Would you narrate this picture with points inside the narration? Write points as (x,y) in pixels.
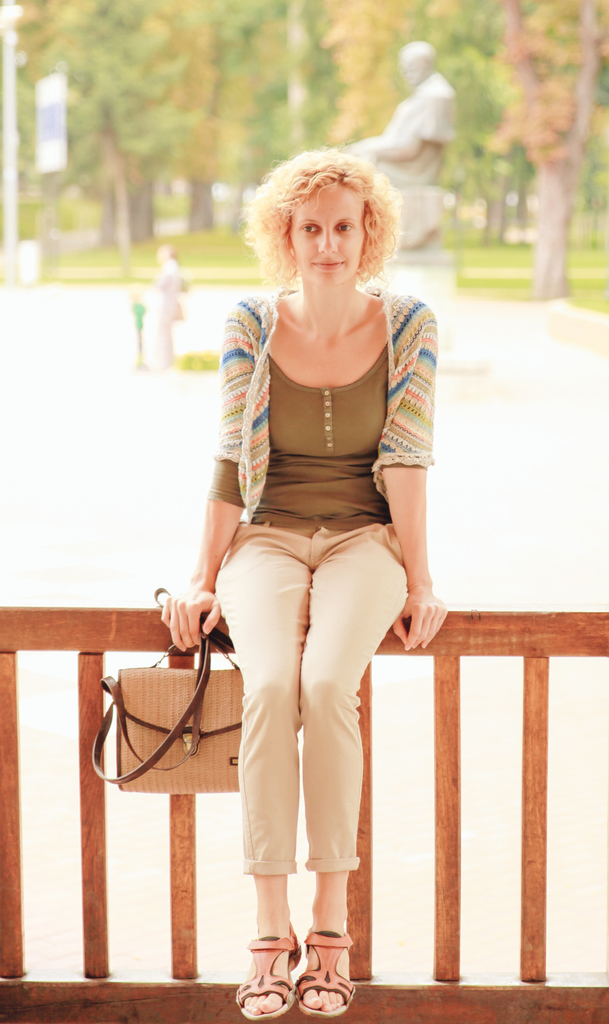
In the foreground of this image (305,705), there is a woman (252,750) holding a bag (191,742) is sitting on the wooden railing (497,633). In the background (434,165), there is a statue (428,164), a person (142,308) and the trees (300,8).
